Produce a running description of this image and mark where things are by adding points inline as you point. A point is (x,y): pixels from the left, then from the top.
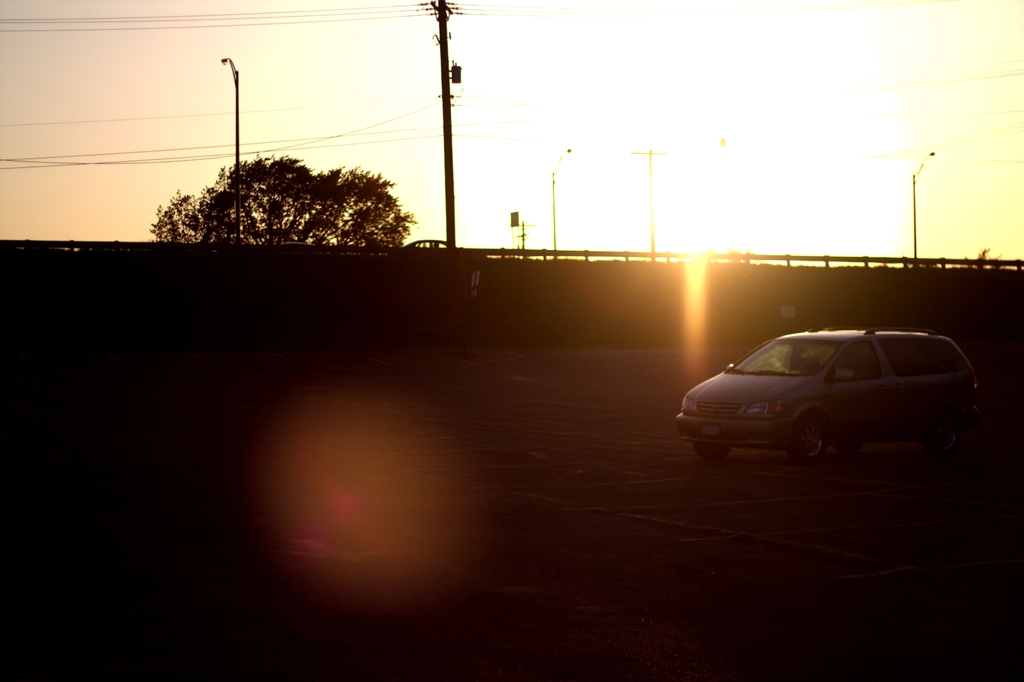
In this picture I can see a vehicle (808,420) on the road (616,452), side there is a wall (311,252) and also the tree (306,231).
